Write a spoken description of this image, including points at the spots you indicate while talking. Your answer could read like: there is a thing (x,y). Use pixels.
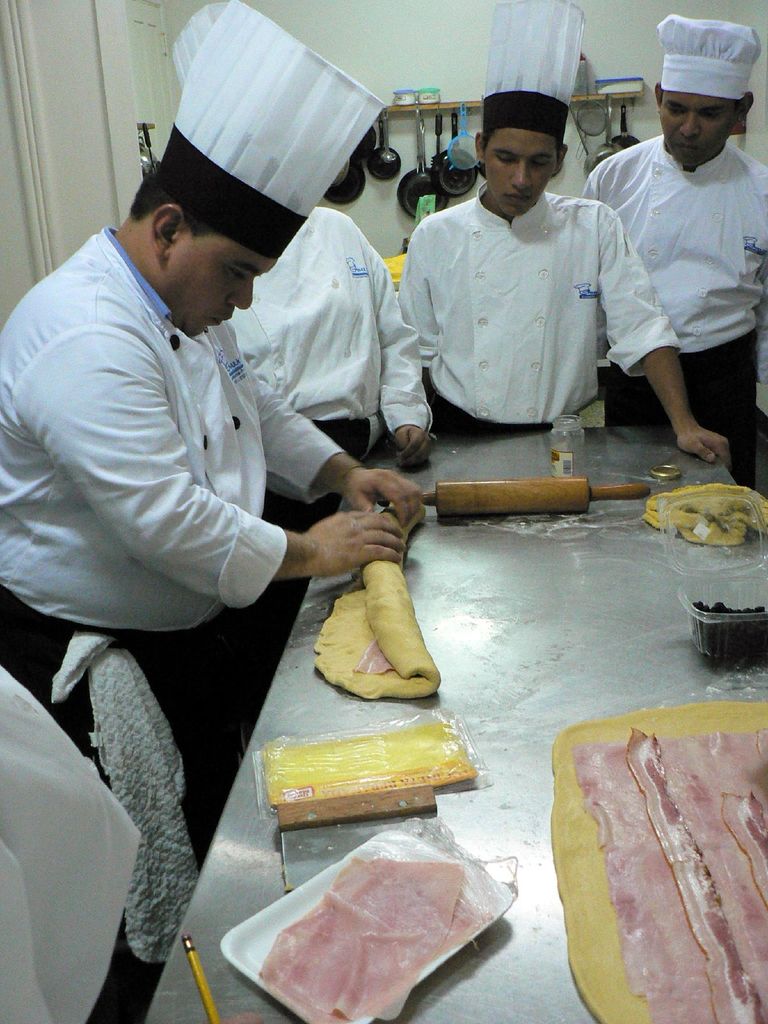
In the center of the picture (356,573) there is a table (671,635), on the table (462,695) there are food items (431,768) like meat (367,664), batter (389,607) and some other kitchen utensils (528,490), around the table (429,545) there are people (450,266) in the dresses (395,326) of chef (395,293) standing. In the background (421,153) there are pans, spatulas (436,142) and other kitchen utensils (585,145) and there is wall (408,56) painted white.
